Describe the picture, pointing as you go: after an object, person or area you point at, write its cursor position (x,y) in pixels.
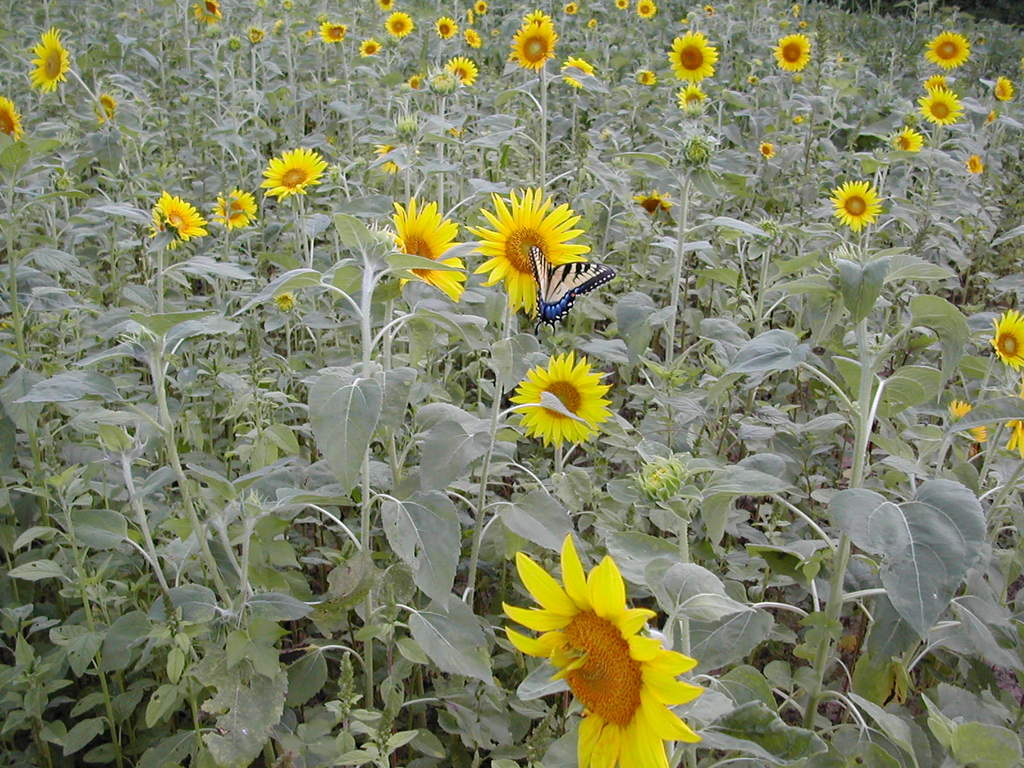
In the picture I can see a butterfly (570,293) and there are few sunflower plants (338,154) around it.
